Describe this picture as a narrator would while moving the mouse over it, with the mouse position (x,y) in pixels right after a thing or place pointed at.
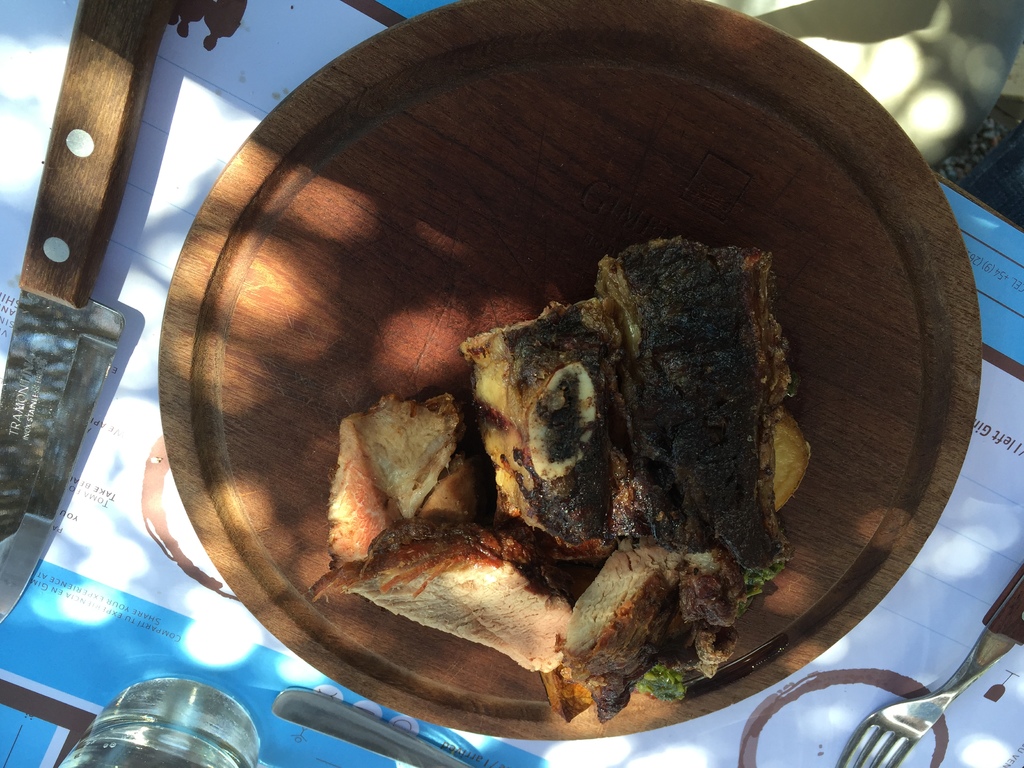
This image consists of meat (519,536) kept on a plate (501,320). On the left (31,438), there is a knife (34,464). On the right (920,710), there is a fork (927,698). At the bottom (212,725), we can see a glass (224,703). This plate (193,443) is kept on a table (129,546), on which there are menu cards (40,626).
